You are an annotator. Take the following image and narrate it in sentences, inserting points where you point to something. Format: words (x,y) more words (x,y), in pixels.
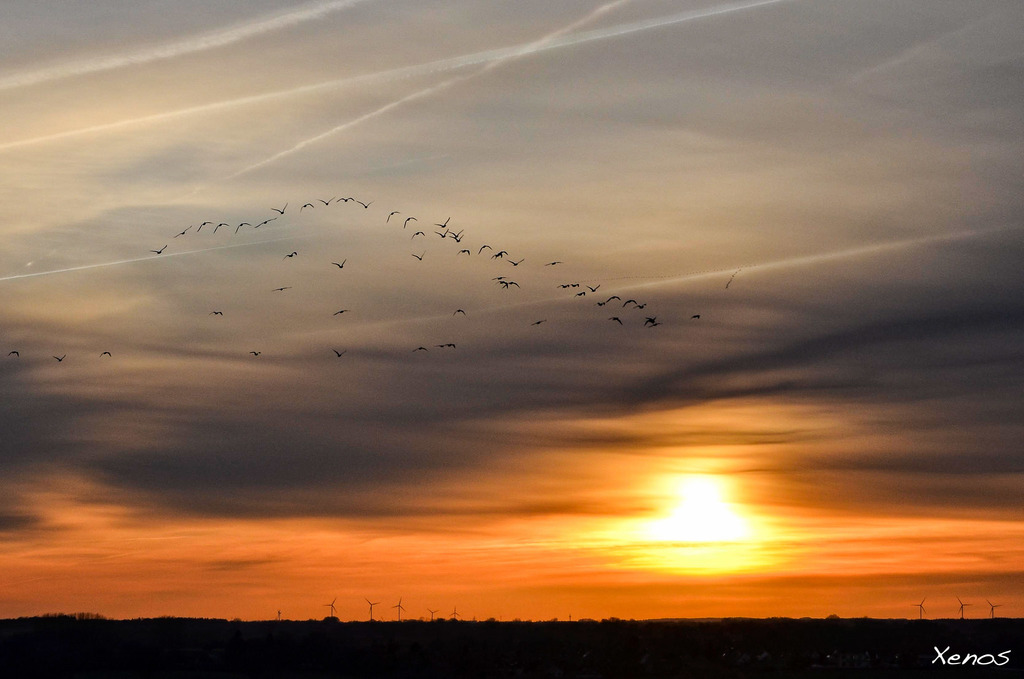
At the bottom of the image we can see the sun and there are windmills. At the top (253,209) there are birds (500,285) and sky (612,252).
